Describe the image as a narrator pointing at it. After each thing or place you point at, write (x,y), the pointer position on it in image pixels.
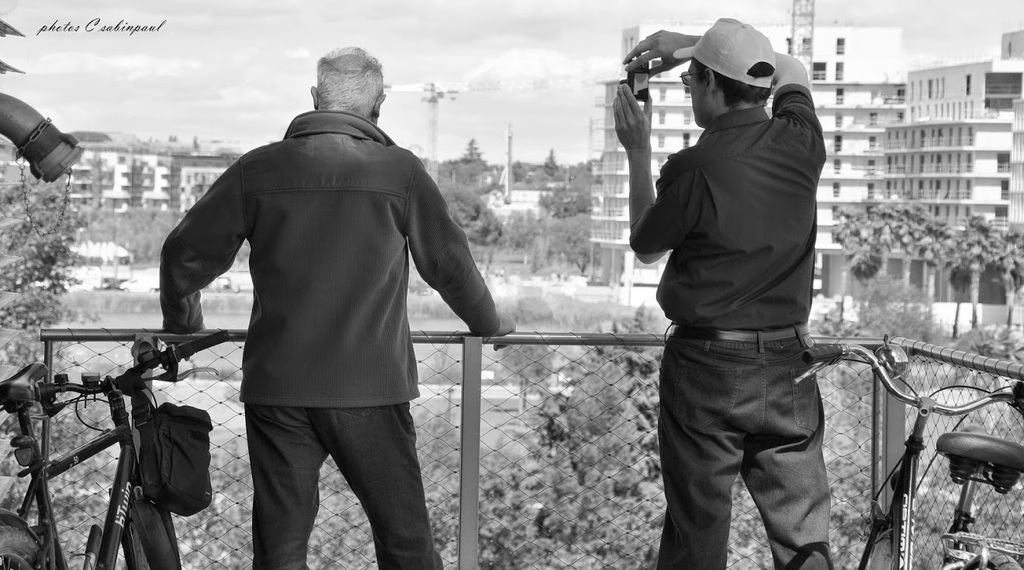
This picture is clicked outside. On the right (793,58) we can see a person (764,212) standing, holding a camera (645,87) and seems to be taking pictures. On the left (317,166) we can see another person (353,169) standing and we can see a sling bag (179,464) hanging on the bicycle (161,514) and we can see the bicycles (994,438) parked and we can see the mesh (551,433), metal rods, trees (586,430), buildings (602,201). In the background (414,144) we can see the sky (459,32) and many other objects (615,200). In the top left corner (41,31) we can see the text (147,28) on the image.
